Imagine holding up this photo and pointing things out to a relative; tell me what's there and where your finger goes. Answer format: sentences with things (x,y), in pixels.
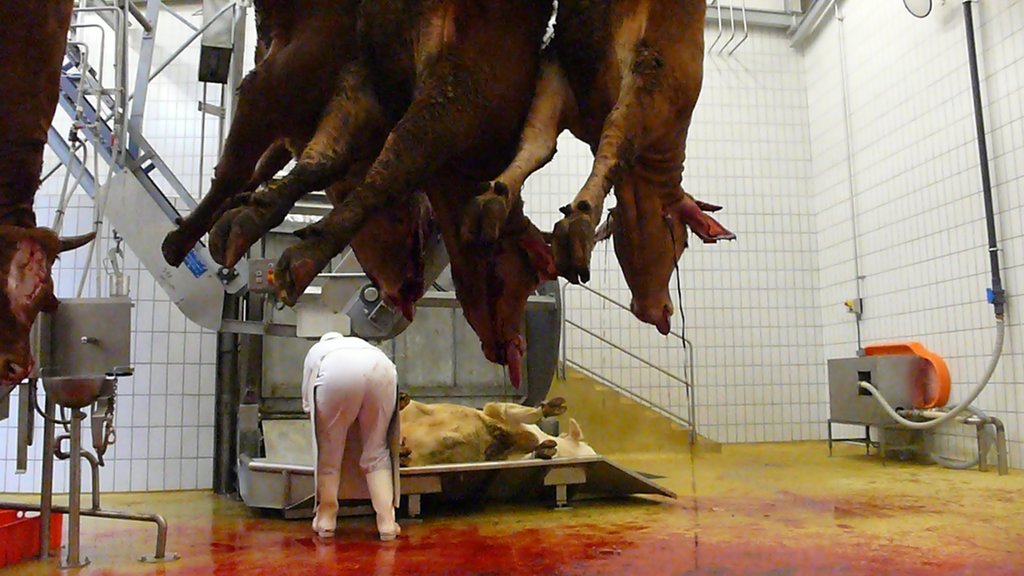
In this image we can see animals (679,82) hanged. In the back (356,389) there is a person (359,402). There is an animal (431,420) on a stand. In the back (616,343) there is railing (625,354). Also there is a wall (783,217) and there are few machines (908,389) with pipes (931,416).
